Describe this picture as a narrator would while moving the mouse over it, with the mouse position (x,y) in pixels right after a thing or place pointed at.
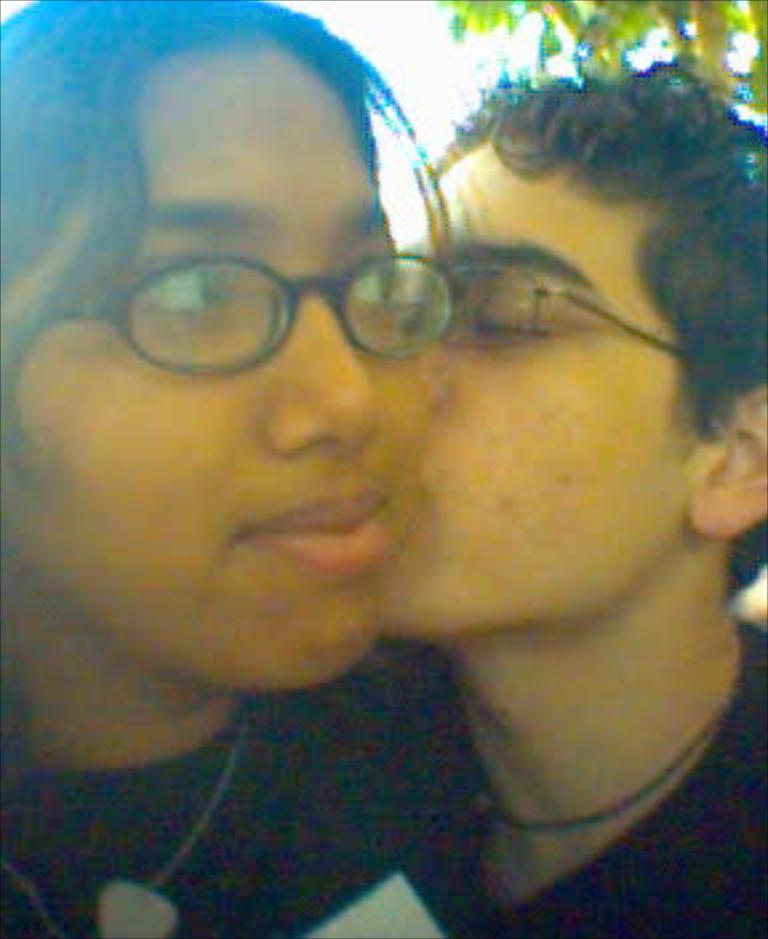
In this image a boy (461,639) kissing a girl (330,616).
